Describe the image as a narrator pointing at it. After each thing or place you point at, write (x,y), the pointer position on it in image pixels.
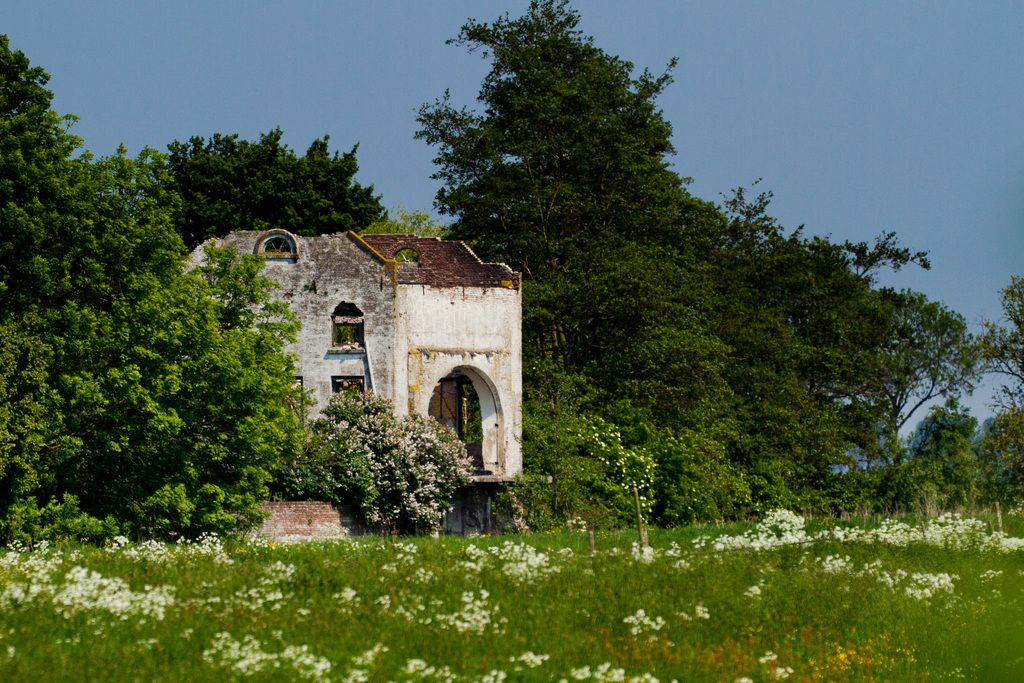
In the picture we can see grass plants (585,574) with flowers (519,570) and in the background (410,518) we can see a old broken house (468,528) with some plants (335,478) near it and we can also see some trees (570,319) and in the background (1006,166) we can see a sky (976,402).
